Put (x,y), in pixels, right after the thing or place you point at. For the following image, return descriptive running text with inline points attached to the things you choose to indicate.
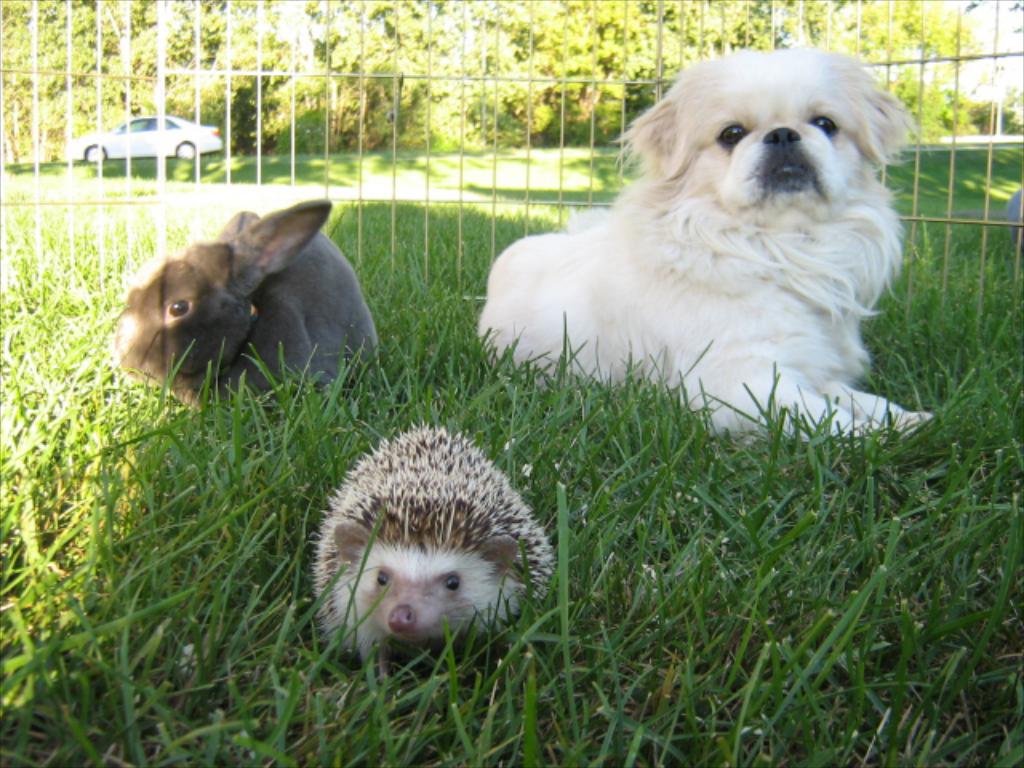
In this image we can see animals (455,463) on the grass (680,585). Near to them there is a mesh fencing (258,153). In the back (121,136) there is a car (133,131). Also there are trees (387,51).
